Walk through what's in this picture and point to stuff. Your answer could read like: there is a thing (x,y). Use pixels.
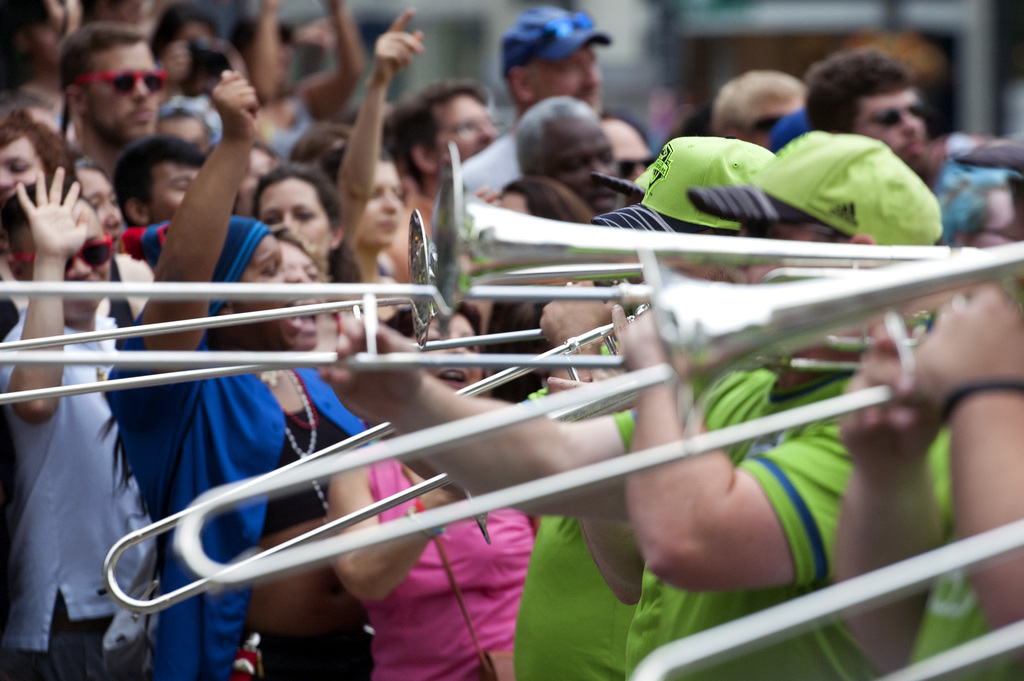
On the right side of the image (771,589) we can see three men (884,477) standing and playing trombones (622,390). In the background (185,331) there is crowd (521,174).
